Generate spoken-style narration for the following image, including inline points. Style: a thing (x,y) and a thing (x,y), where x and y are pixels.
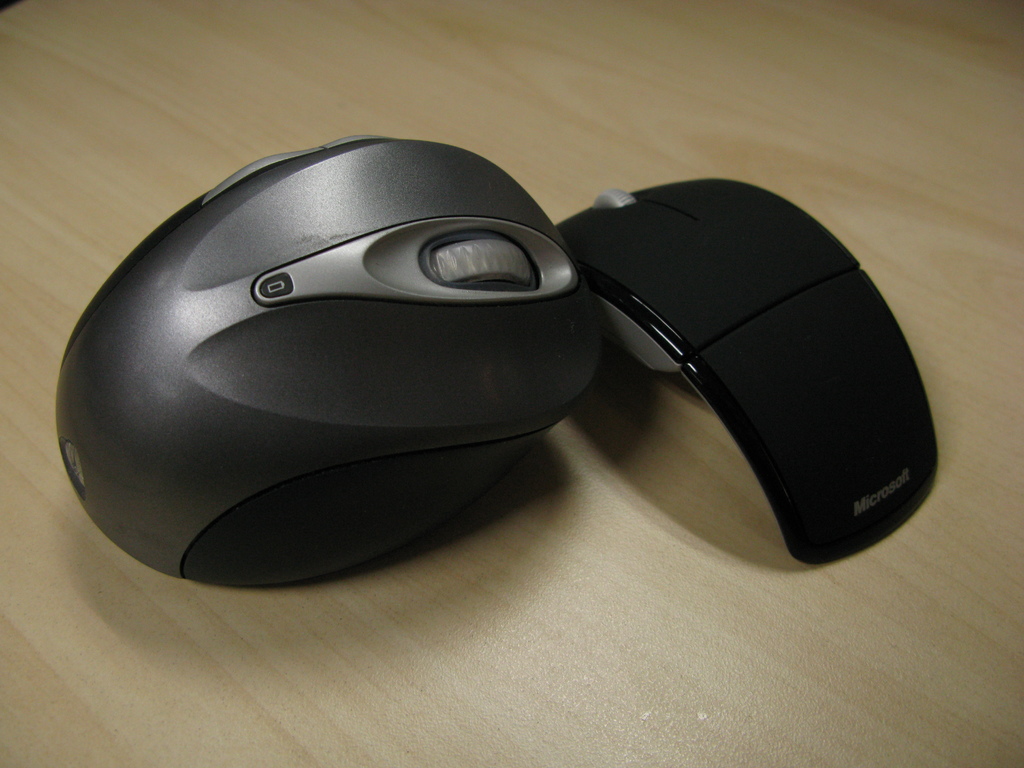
In this image at the bottom (344,643) there is a table (116,265), on the table (51,636) there are two mouses (585,304).
